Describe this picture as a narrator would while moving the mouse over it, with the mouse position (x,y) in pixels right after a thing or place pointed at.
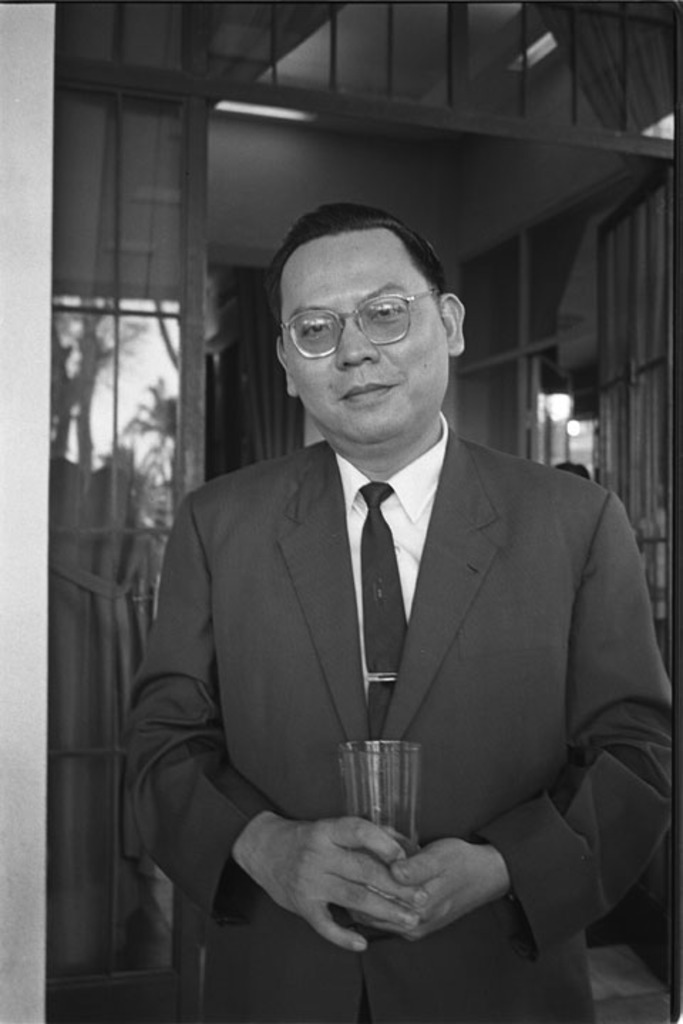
In this image, in the middle (343,506) there is a man (343,506), he wears a suit (337,524), shirt (364,665), tie (374,656), he is holding a glass (409,831). In the background (568,447) there are light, windows (577,450), trees (65,349), sky (114,357).
